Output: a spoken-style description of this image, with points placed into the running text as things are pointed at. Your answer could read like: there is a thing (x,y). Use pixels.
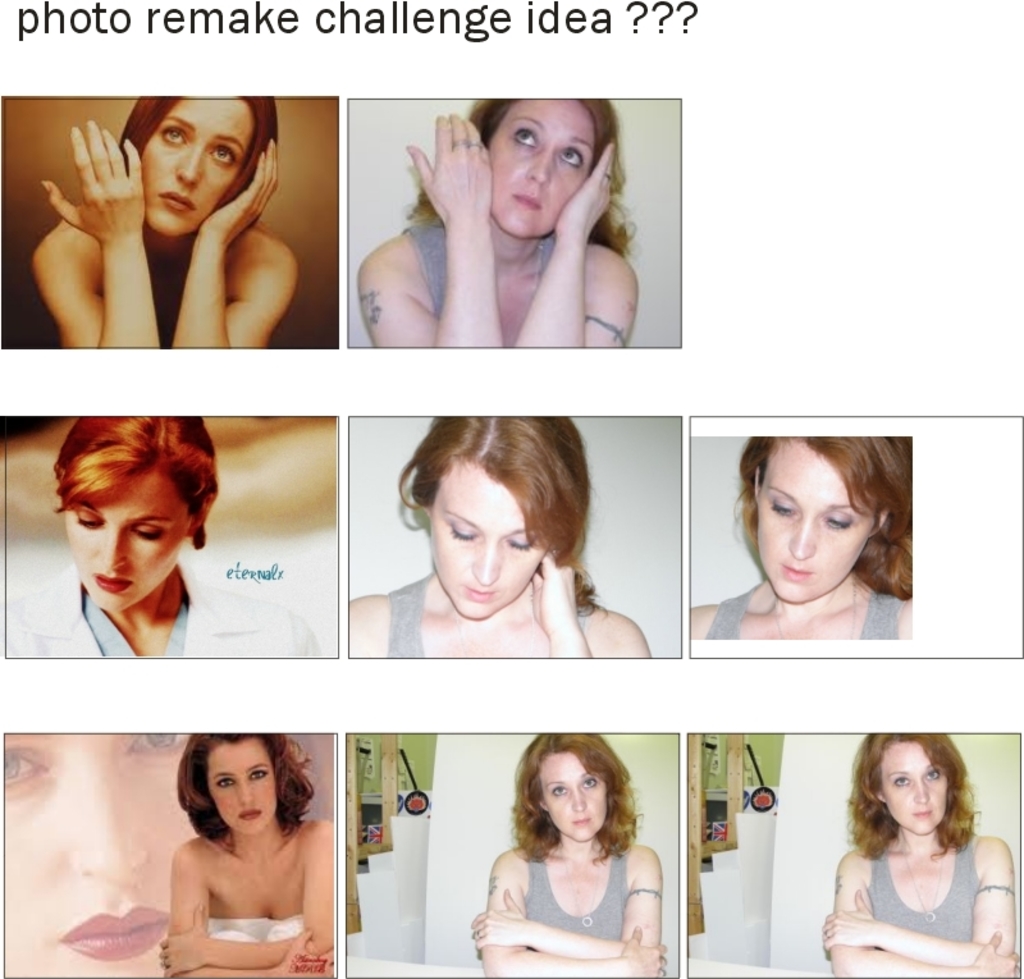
In this picture there are different photographs (19,824) of a girl (398,259) in the center of the image (564,435) and at the top side of the image (589,10), it is written as ''photo remake challenge idea.''
